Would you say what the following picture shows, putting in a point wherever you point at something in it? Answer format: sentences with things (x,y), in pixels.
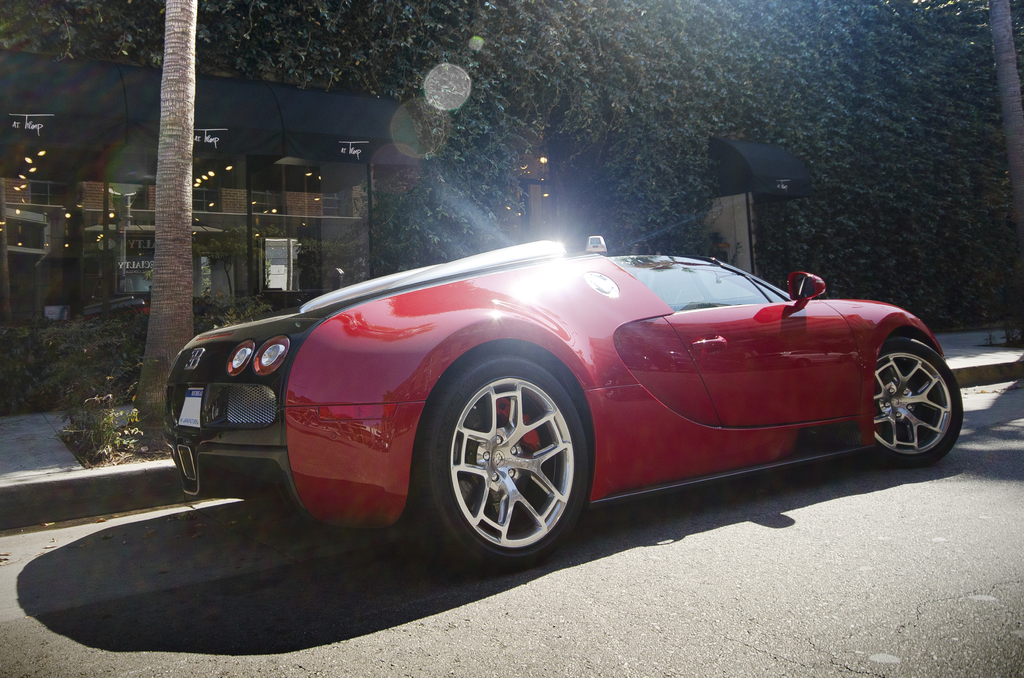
In this picture I can see a building (374,133) and I can see wall shrubs (707,137), plants (227,304) and a car (638,447) on the road (401,530) and I can see few boards (312,106) with some text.
